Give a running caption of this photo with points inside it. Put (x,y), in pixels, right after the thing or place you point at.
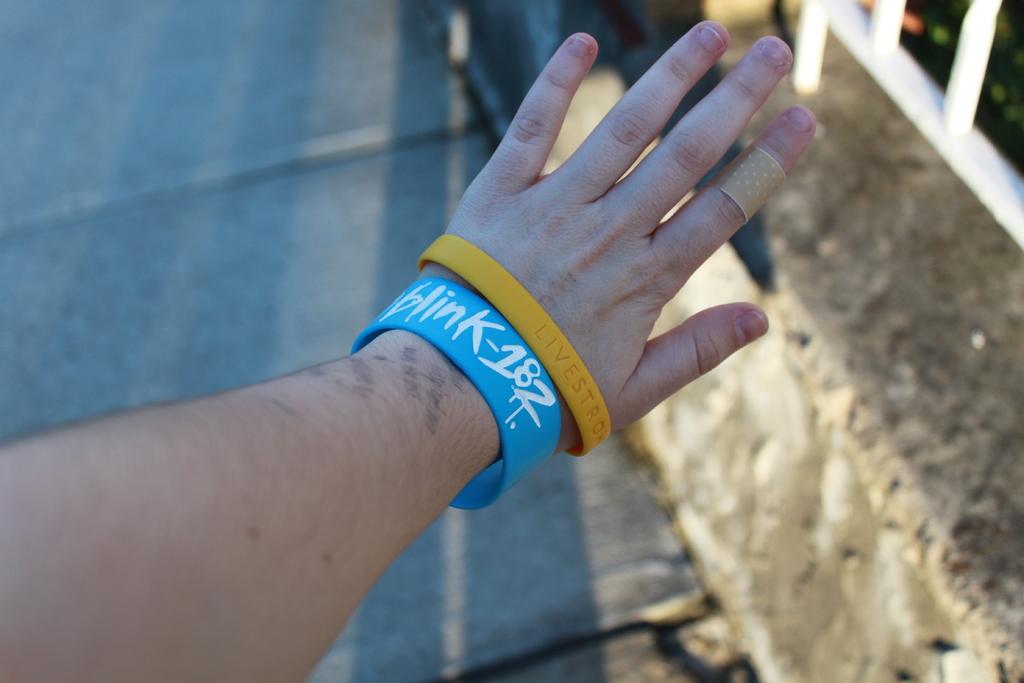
In this image in the front (457,391) there is a hand (438,398) of the person (364,453) with some bands (539,339) and there is some text (524,377) written on the bands (517,349). On the right side (885,38) there is a railing (880,74) which is white in colour. In the center (366,306) there is a floor (338,181).
